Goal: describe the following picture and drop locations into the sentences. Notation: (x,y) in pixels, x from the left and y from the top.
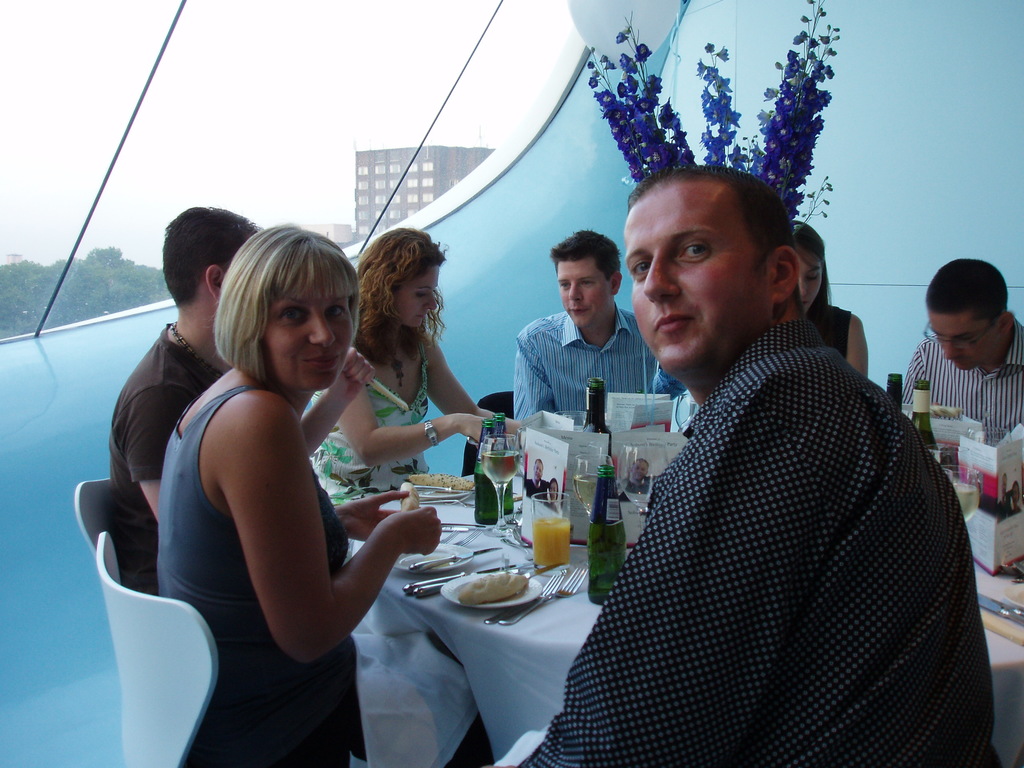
There are few people (250,547) here sitting on the chair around the table (498,649). On the table (422,597) we can see food items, wine bottle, glass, spoons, forks (549,590), knives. In the background (452,186) we can see window (79,191), plant (797,106).
